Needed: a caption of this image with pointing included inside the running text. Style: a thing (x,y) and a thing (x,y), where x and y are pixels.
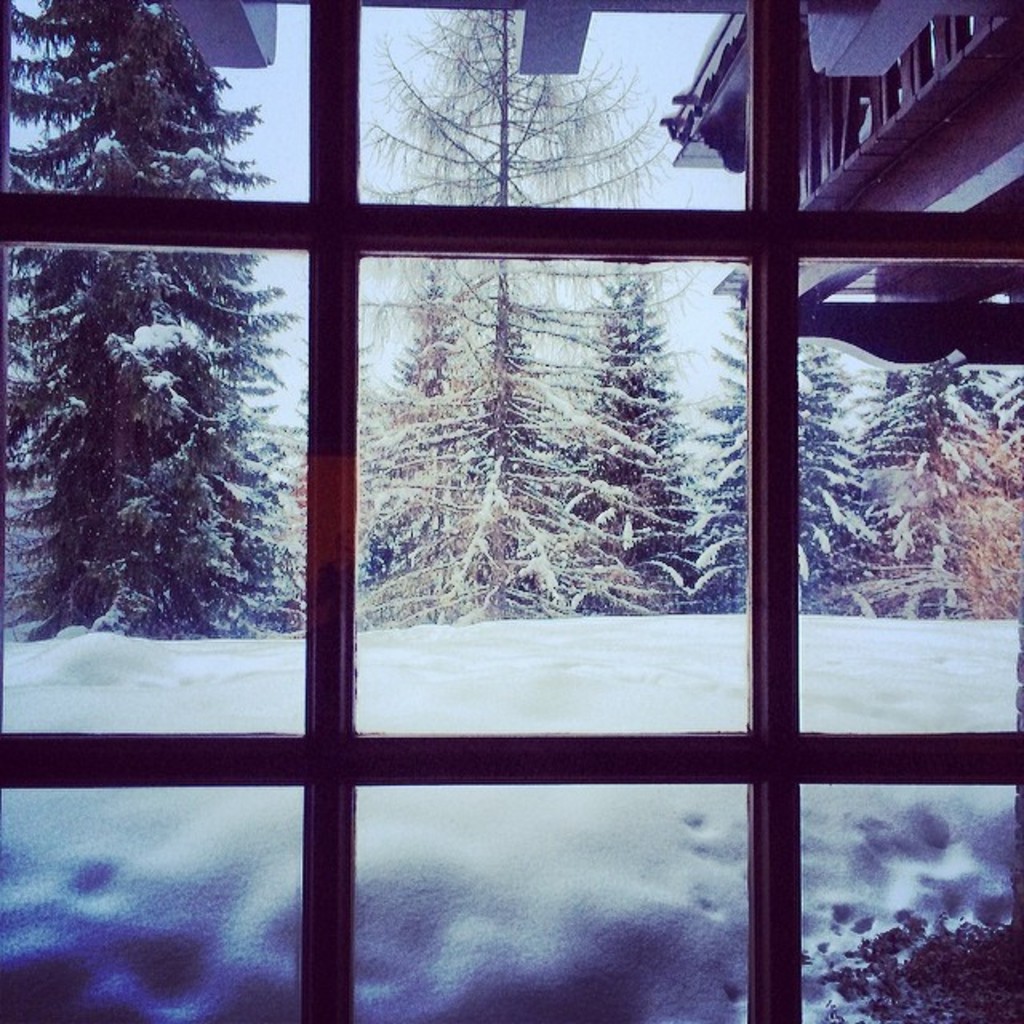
In this image in the front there is a window (742,785) and behind the window (402,740) there are trees (402,454), there is a building (811,164) and there is snow (513,699).
